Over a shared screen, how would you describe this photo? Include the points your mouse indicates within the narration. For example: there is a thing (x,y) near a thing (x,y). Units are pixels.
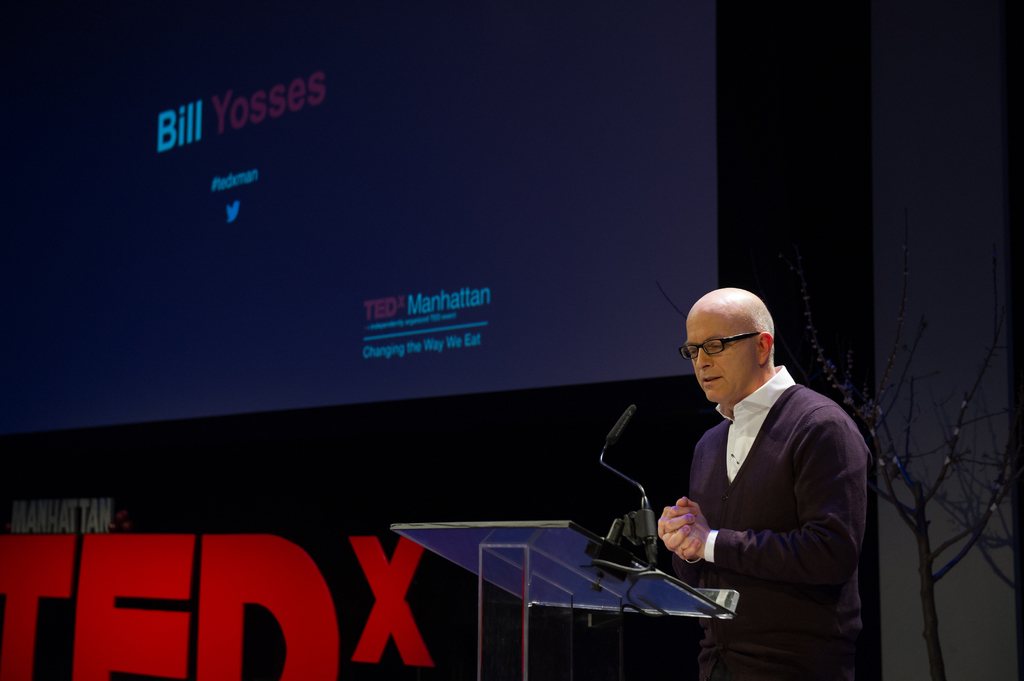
As we can see in the image there is screen (327,155), wall (994,672), dry plant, mic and a person (746,455) wearing purple color cardigan (748,476).
